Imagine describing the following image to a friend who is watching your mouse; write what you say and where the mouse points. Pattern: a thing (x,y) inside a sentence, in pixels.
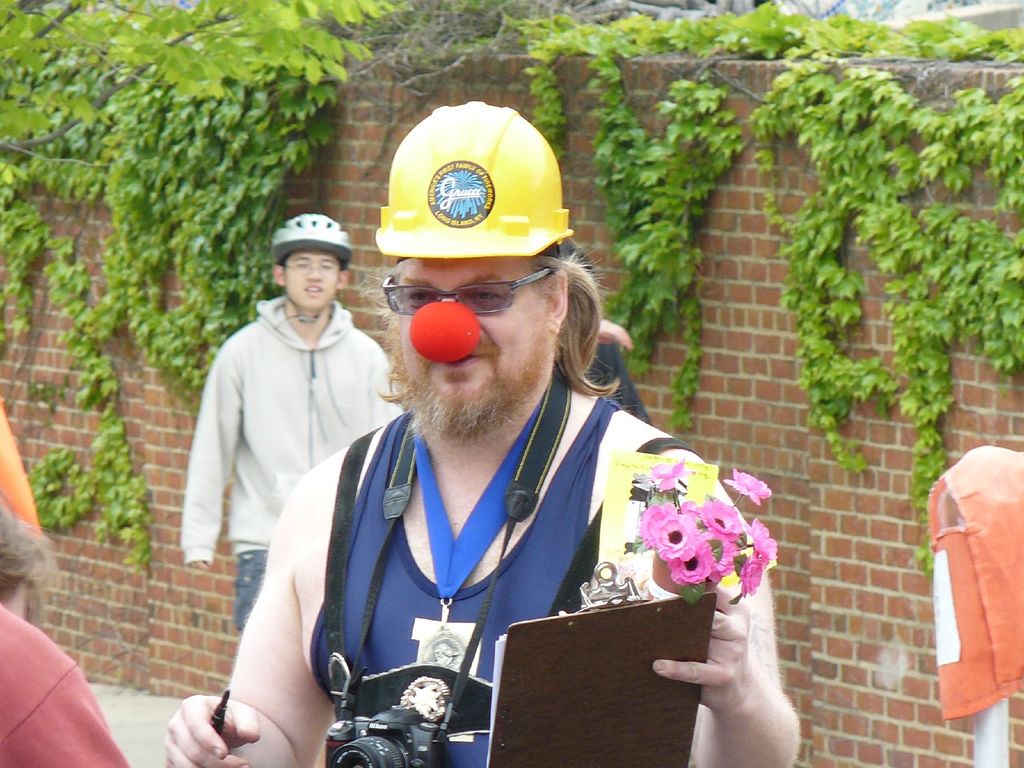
In the foreground of the image (486,438), there is a man (472,495) wearing a helmet (484,170), camera (419,751) and a ball (453,338) to his nose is holding a pad (628,709), marker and flowers (701,573). On the left (6,550), it seems like people (16,559) and on the right (986,754), there is a pole (989,736) on which there is an orange color cloth (1017,591). In the background (270,292), there is a man (322,438) standing and also greenery (244,136) on the wall (757,320).
